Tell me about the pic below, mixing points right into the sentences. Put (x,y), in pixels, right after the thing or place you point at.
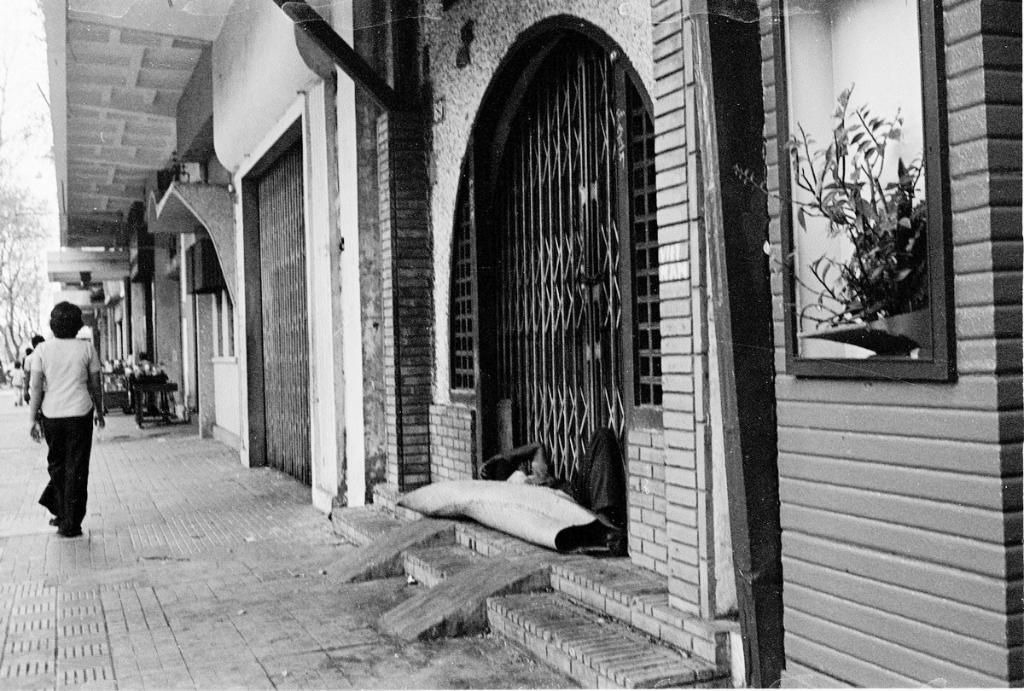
In this picture there are some closed shop (477,304) with grills (602,232). On the left side (65,490) we can see a woman (78,481) walking on the footpath area (164,567). On the front (775,102) right side (981,601) there is a wall (1000,573) with flower pot (901,206) placed in the window (849,286).
